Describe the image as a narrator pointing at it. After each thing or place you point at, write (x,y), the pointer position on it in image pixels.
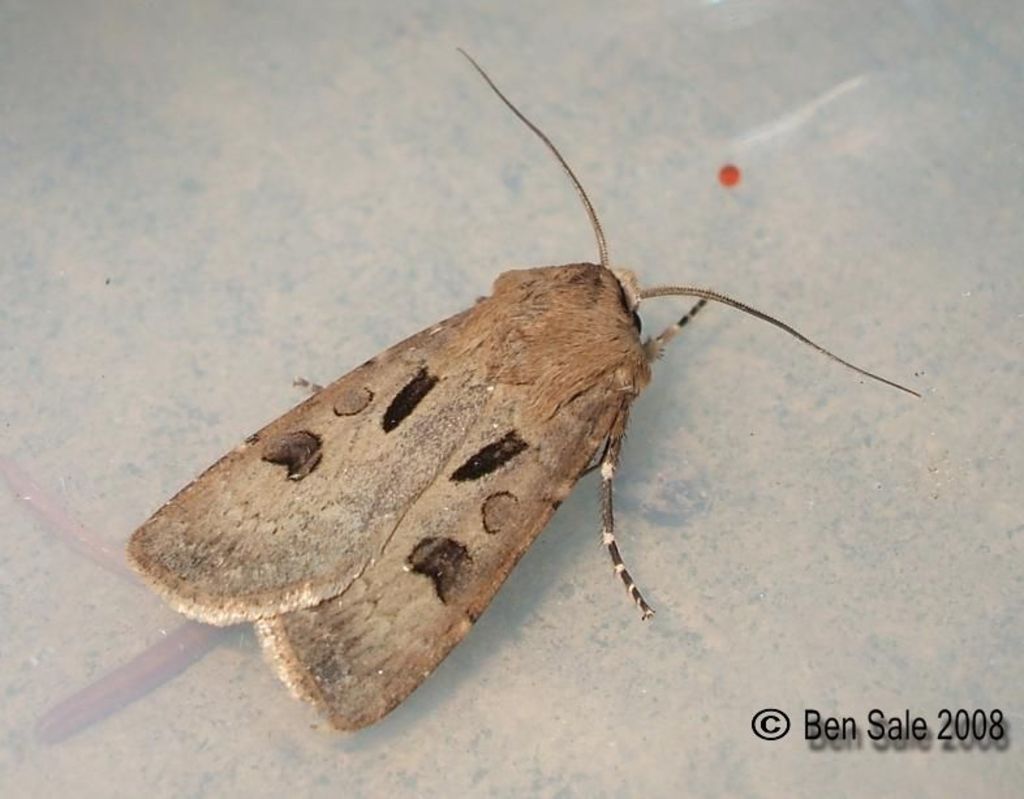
In this picture I can see insect (619,371) on the surface (632,421).
